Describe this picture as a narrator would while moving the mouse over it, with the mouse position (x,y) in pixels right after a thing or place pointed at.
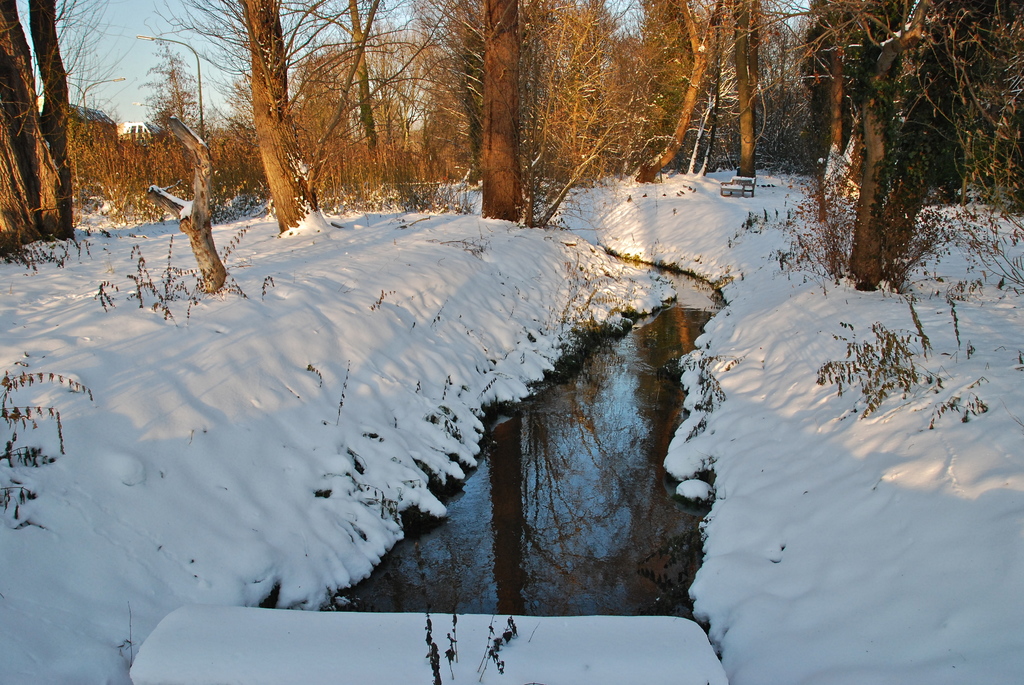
In this image, we can see snow (322,398), water (535,418), plants (838,248) and trees (868,13). In the background (76,7), we can see the streetlights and sky (149,67).
